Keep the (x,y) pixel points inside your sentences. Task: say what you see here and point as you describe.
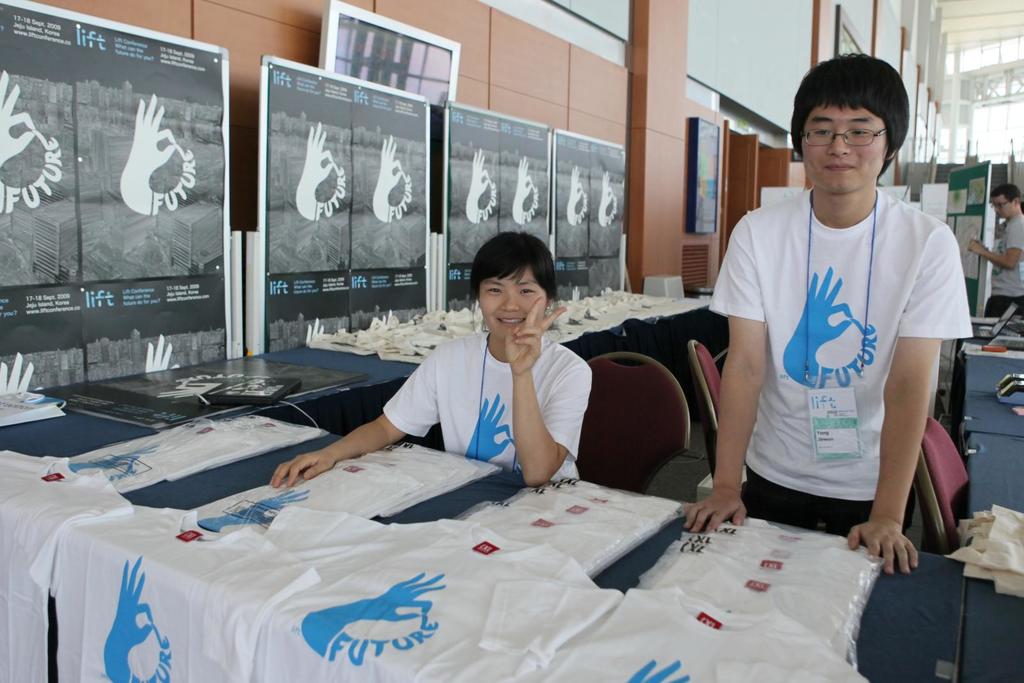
In this image, there is a table (461,494) contains some t-shirts (485,634). There is a person (419,413) in the middle of the image (419,413) sitting on the chair (593,406) in front of the table (488,500). There is a person (764,394) on the right side of the image (828,351) standing in front of the table (879,621). There are some boards (96,152) in the top left of the image (40,143).
